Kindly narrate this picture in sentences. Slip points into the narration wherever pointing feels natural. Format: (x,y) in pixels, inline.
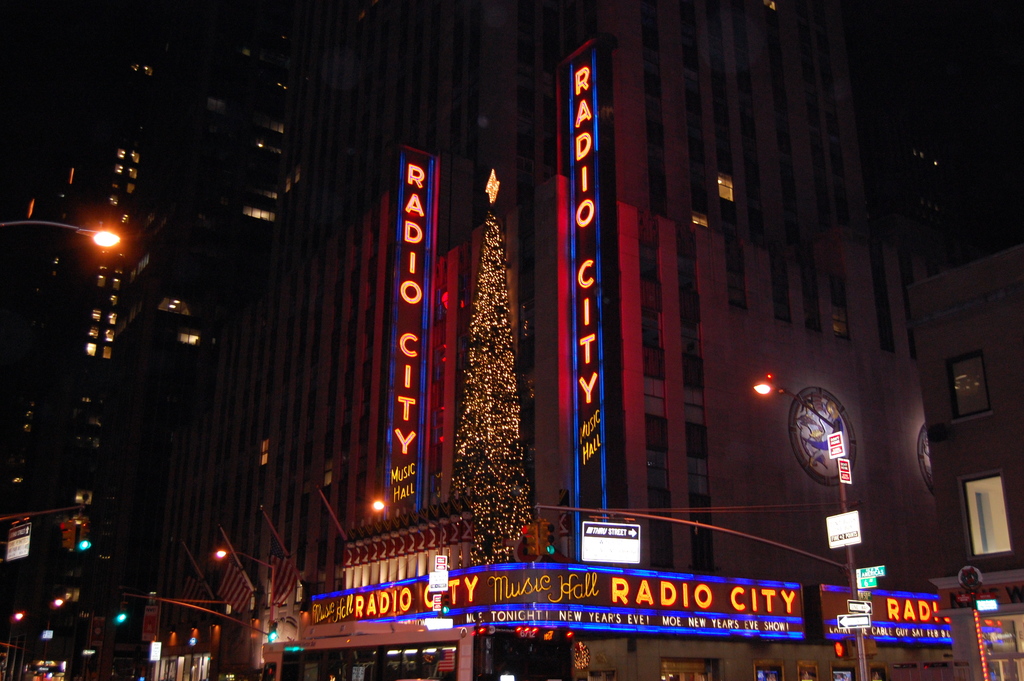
This is the picture of a place (422,533) where we have some buildings (639,395) to which there are some words (586,182) which has some lights (928,639) and around there are some poles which has some lights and boards (636,538).
